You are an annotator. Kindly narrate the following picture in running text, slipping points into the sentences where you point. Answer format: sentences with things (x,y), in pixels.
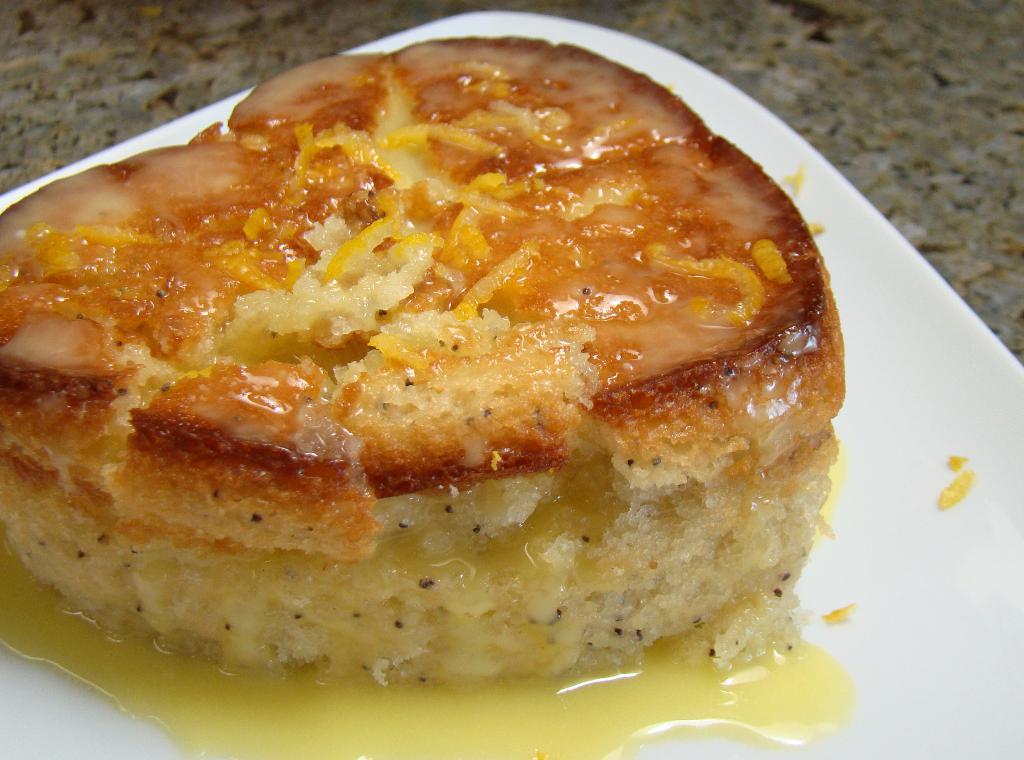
In the image we can see there is a food item (775,542) kept on the plate (911,469) and the plate (878,337) is kept on the table (965,123).
